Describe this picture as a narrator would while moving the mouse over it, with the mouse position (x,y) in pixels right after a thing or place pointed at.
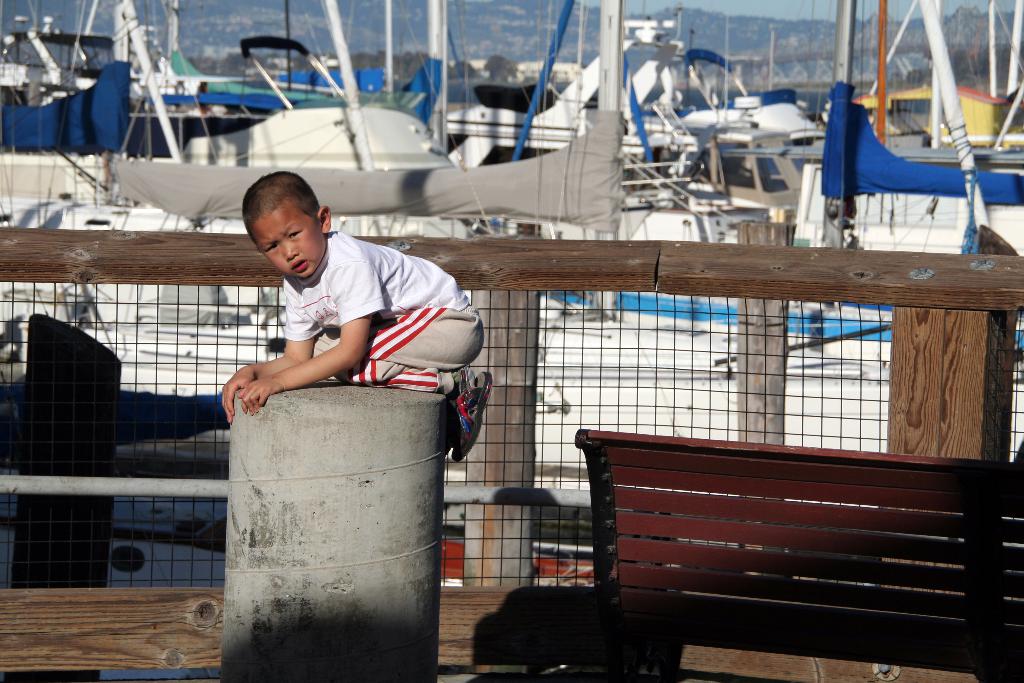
In this image I can see a boy (393,304) wearing white shirt (349,283). On the right side of the image (851,557) there is a bench (769,572). In the background (760,184) I can see few boats (226,119).
